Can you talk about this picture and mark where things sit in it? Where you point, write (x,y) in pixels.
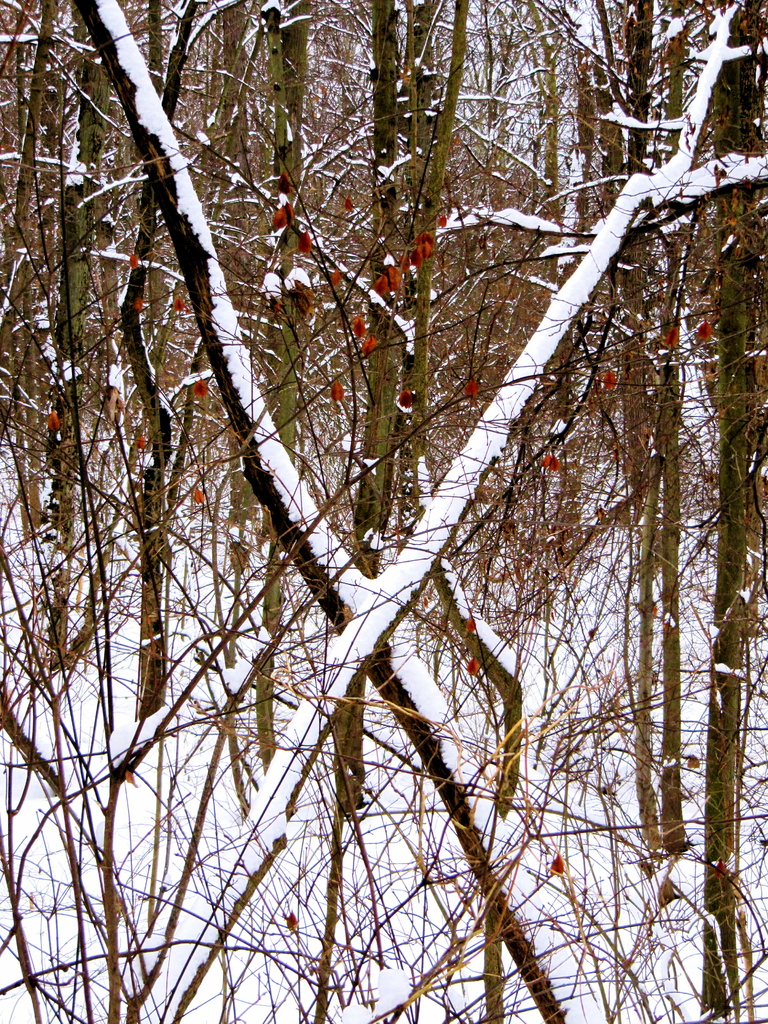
In this image there are some trees (410,260) and the trees (462,198) are covered with snow (43,537), and at the bottom (276,913) there is snow (572,846).
